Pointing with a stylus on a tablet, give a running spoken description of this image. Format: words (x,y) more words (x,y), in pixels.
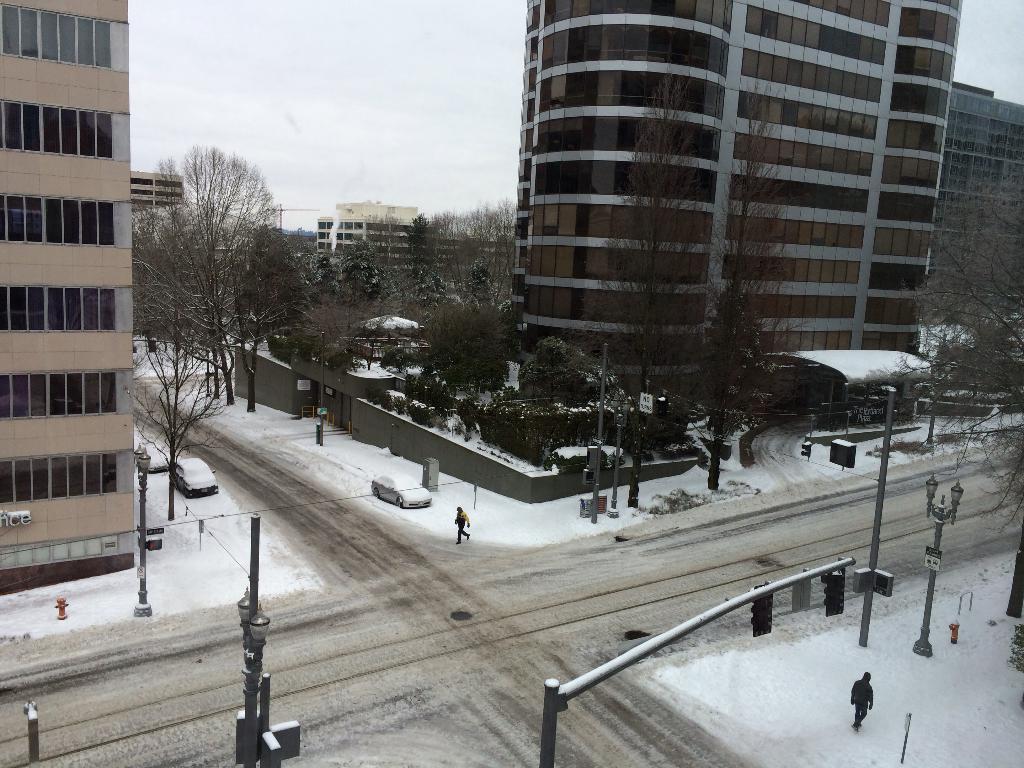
This picture is clicked in the city. In this picture, we see two men (468,514) are walking on the road (668,660). At the bottom (259,618), we see the light poles (252,569) and the traffic signal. At the bottom (545,594), we see the road (481,600) which is covered with the ice (469,557). Here, we see two cars (389,498) parked on the road (282,514). In the middle of the picture (616,431), we see the poles (602,399), street lights (944,499) and trees (764,203). There are trees (154,239) and buildings (85,268) in the background (519,218). At the top (443,107), we see the sky (394,93).
